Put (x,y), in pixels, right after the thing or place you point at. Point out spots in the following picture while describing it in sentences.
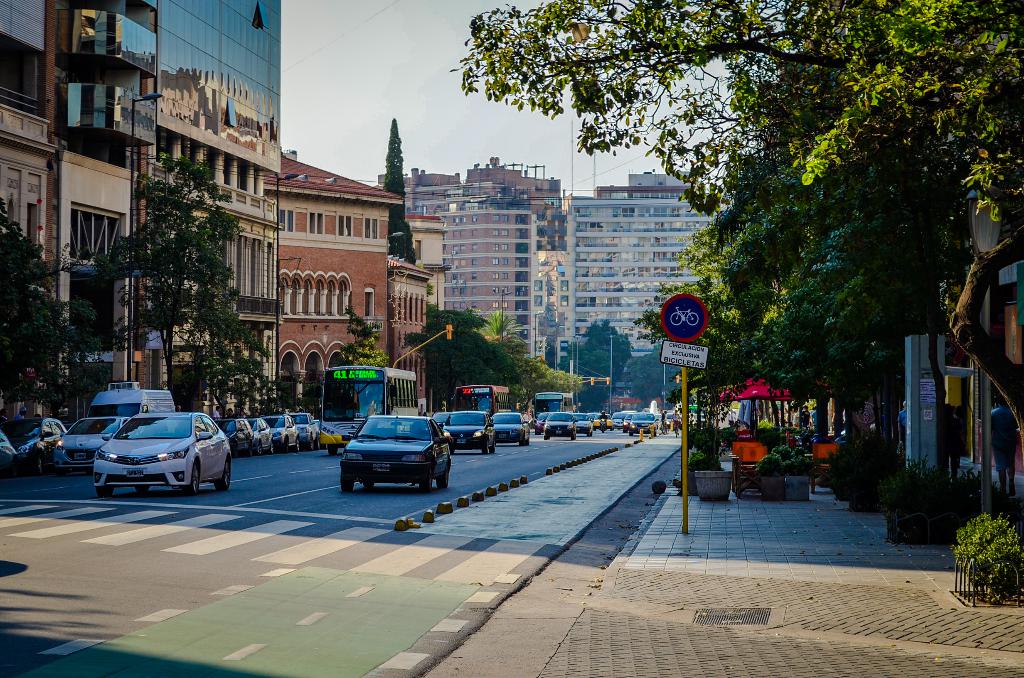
In the foreground of this image (385,472), there are vehicles (374,482) moving on the road (479,468) and on the right side of the image (833,244), there are trees (749,355), plants (799,453), sign boards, and building (910,381). On the left side of the image (167,324), there are trees (153,281), buildings (324,176), poles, and the sky (390,54) on the top (378,47).
